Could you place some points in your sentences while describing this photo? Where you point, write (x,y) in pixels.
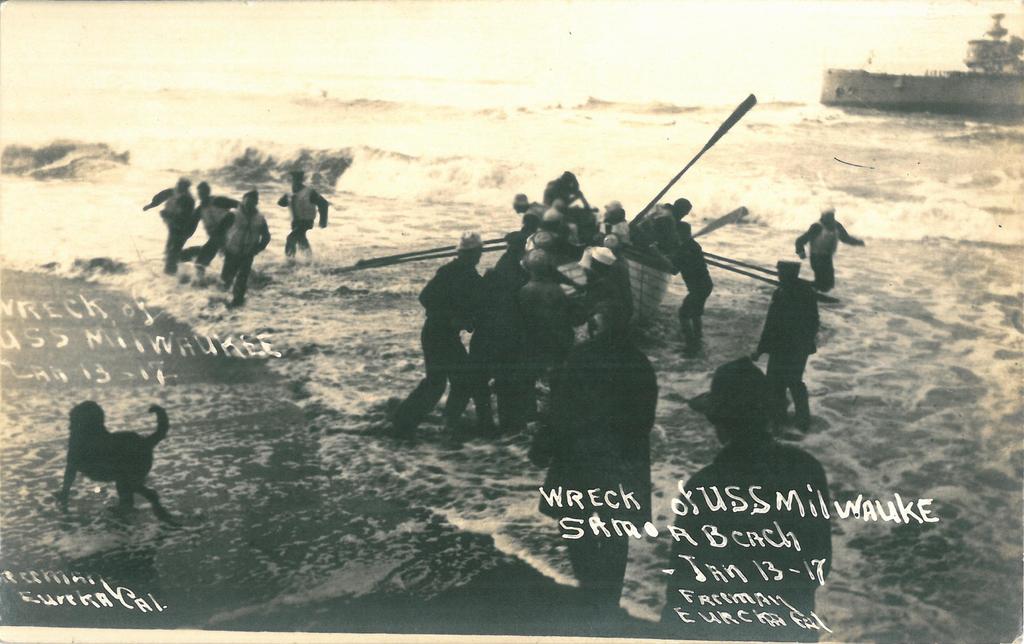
Here in the boat (612,243) people (609,242) are sitting, here people (645,431) are standing, this is animal (144,473), this is water (813,190).
